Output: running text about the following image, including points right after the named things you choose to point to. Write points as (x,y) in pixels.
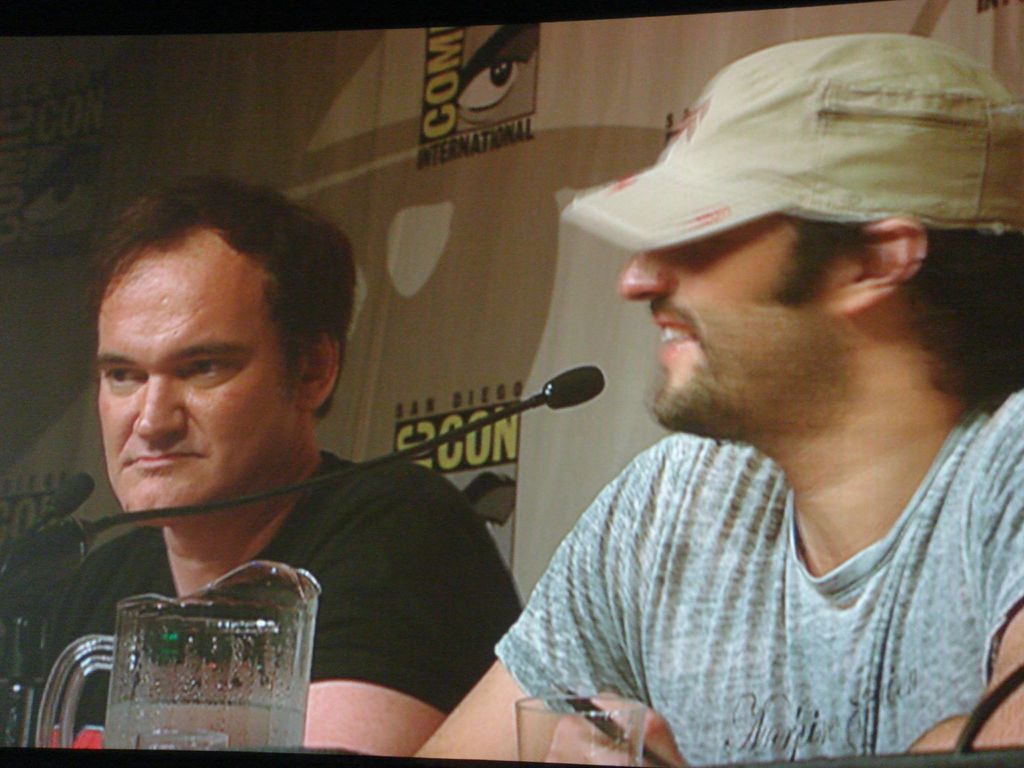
In this image two men (305,521) are sitting. The right is wearing grey t-shirt (789,520) and cap (872,219). The left is wearing black t-shirt (335,586). In front of them there is mics (560,403) and glasses (601,741). In the background (487,185) there is banner (534,107).
